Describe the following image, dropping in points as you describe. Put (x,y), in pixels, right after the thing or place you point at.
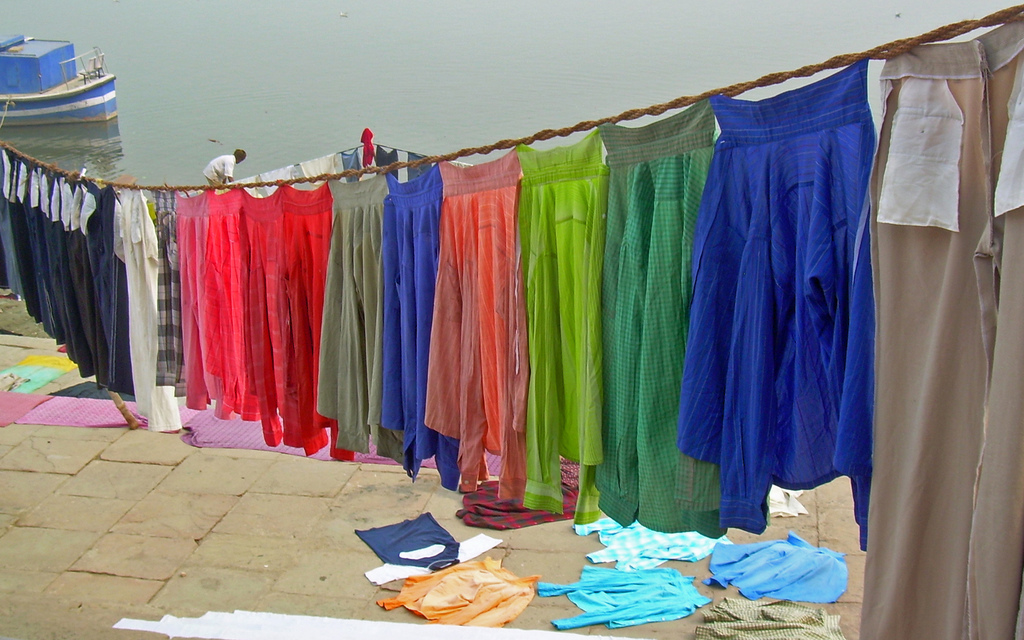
In this image I can see many clothes (793,194) are dried by hanging to the rope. On the left side (87,89) a person (218,167) is in water (174,162) and there is a boat (101,88) in blue color.
